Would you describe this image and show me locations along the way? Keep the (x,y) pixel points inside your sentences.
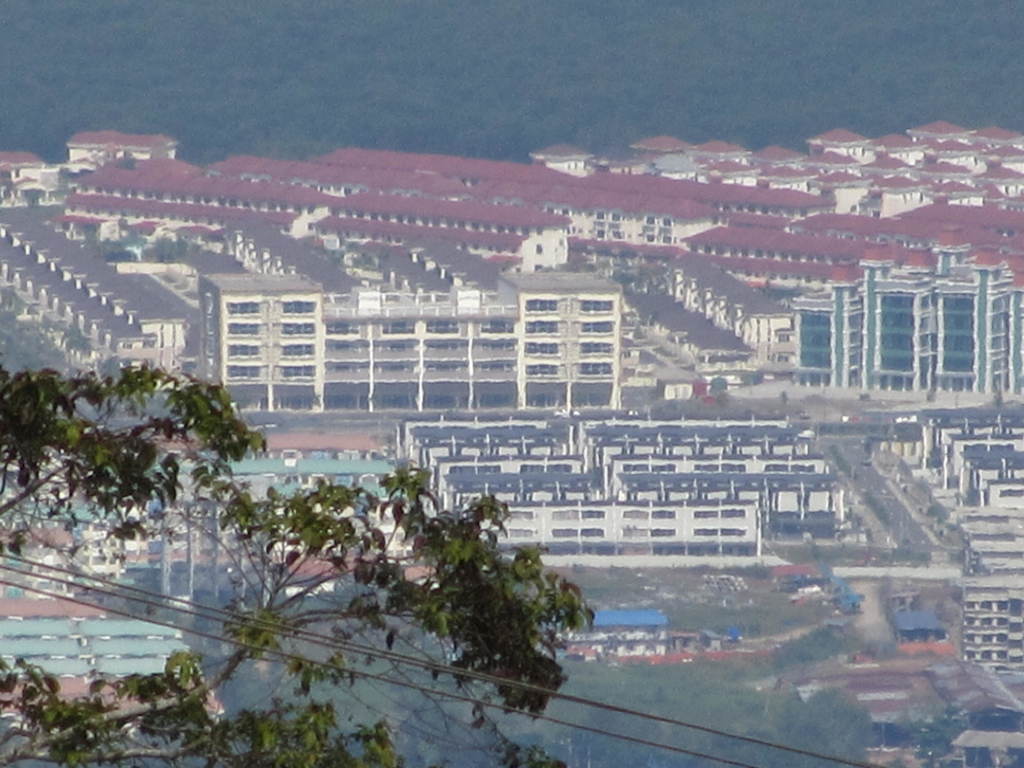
At the bottom left of the image (48,743) there is a tree (45,726) and also there are wires (366,678). In the image there are many buildings (110,175) with walls (946,291), pillars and roofs (197,247). At the top of the image (416,81) there is a hill (322,67) with trees (329,35).
